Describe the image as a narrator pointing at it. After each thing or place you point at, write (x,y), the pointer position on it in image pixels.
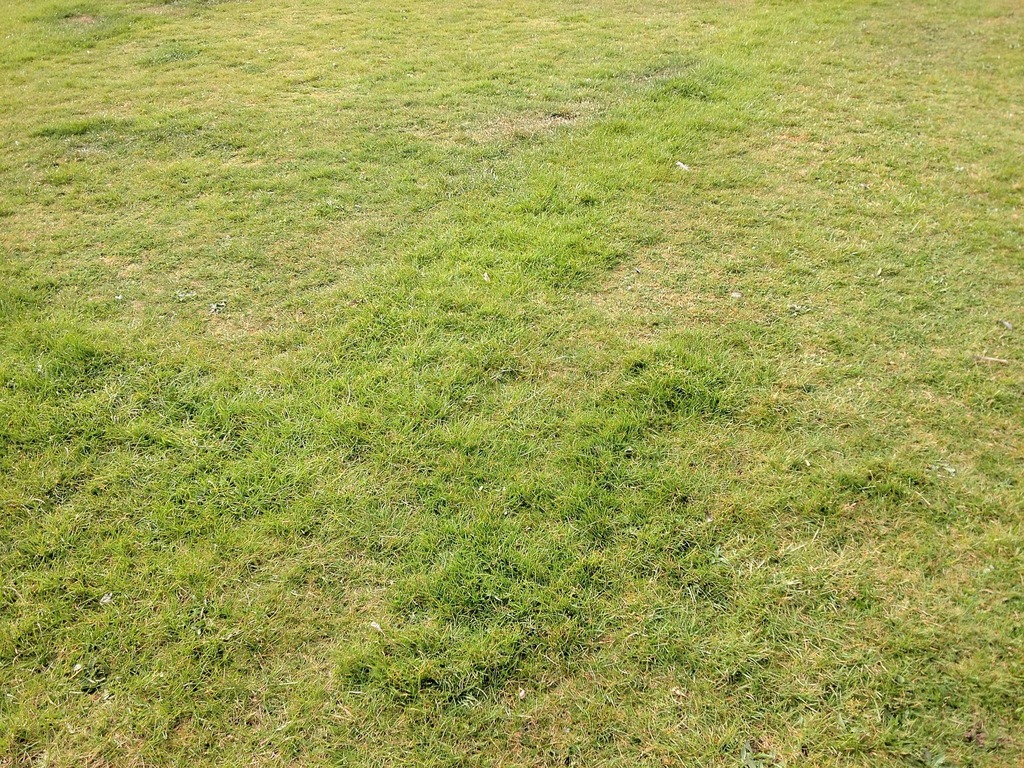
In this picture I can see the green grass (455,205) on the ground (378,460).
